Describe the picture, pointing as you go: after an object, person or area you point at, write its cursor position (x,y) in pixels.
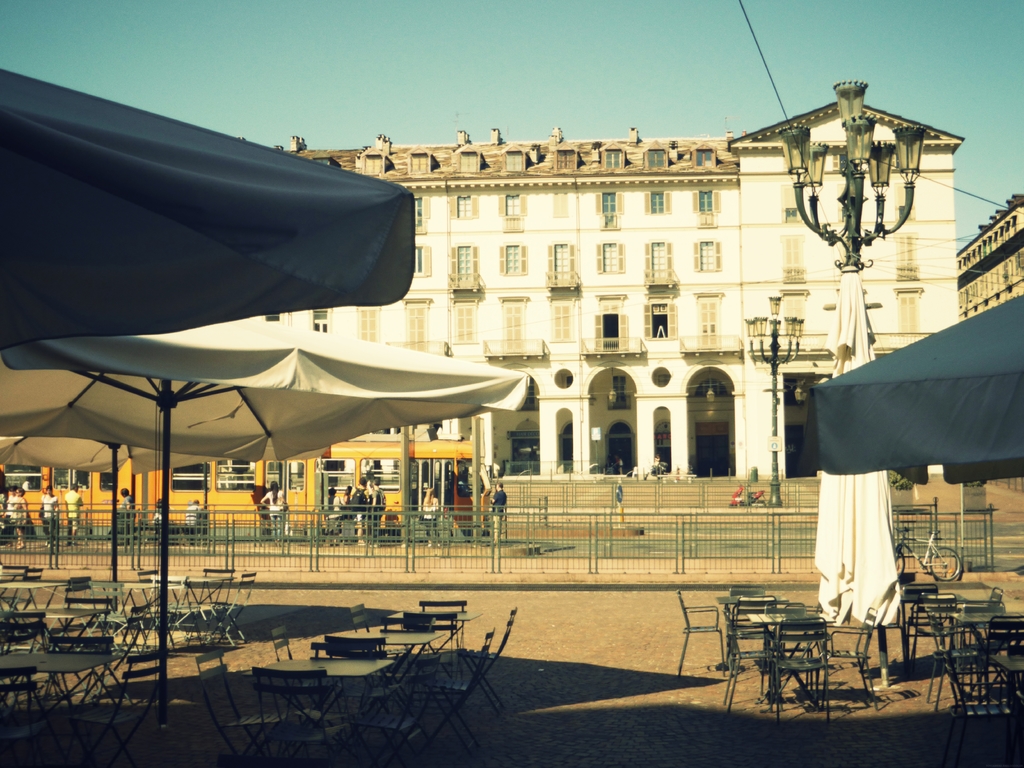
In this picture we can see tents (52,241), chairs (106,605), tables (398,640), bicycle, fence (929,530), lights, cloth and pole (206,496). There are people (378,478) and we can see poles (853,246), lights (814,217), vehicle (426,481) and building (796,278). In the background of the image (785,73) we can see the sky (785,59).
